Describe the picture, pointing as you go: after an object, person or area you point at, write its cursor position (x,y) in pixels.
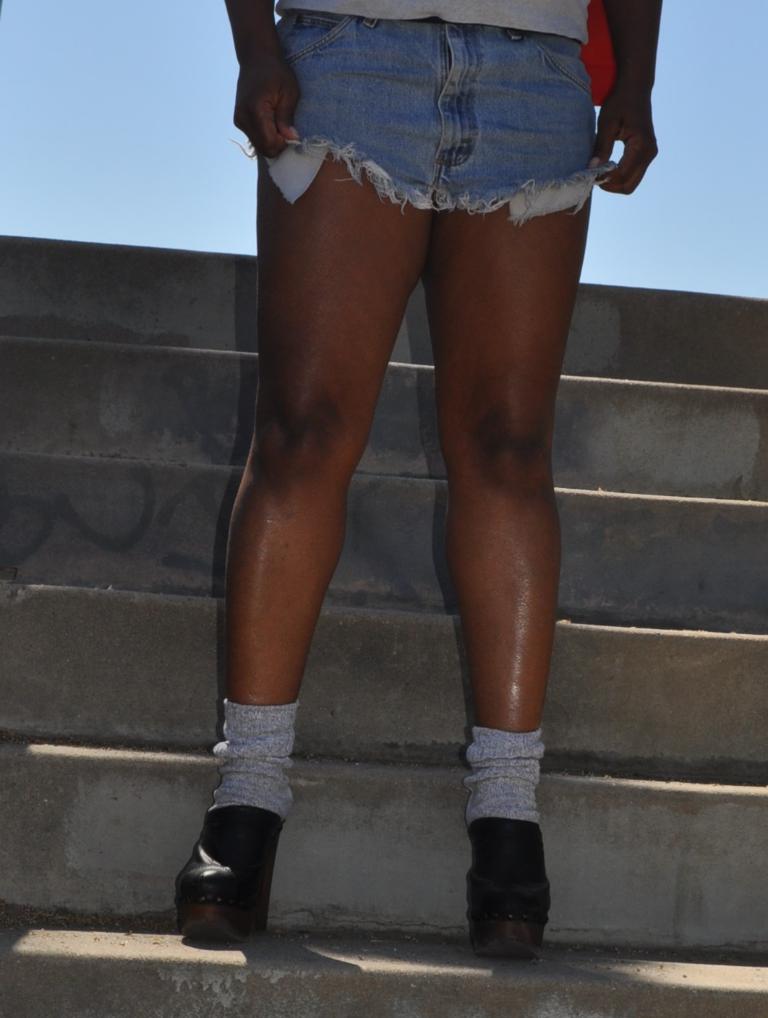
In this image we can see a person (439,174) wearing shorts (451,200) and shoes (198,876) is standing on a staircase (107,644).
